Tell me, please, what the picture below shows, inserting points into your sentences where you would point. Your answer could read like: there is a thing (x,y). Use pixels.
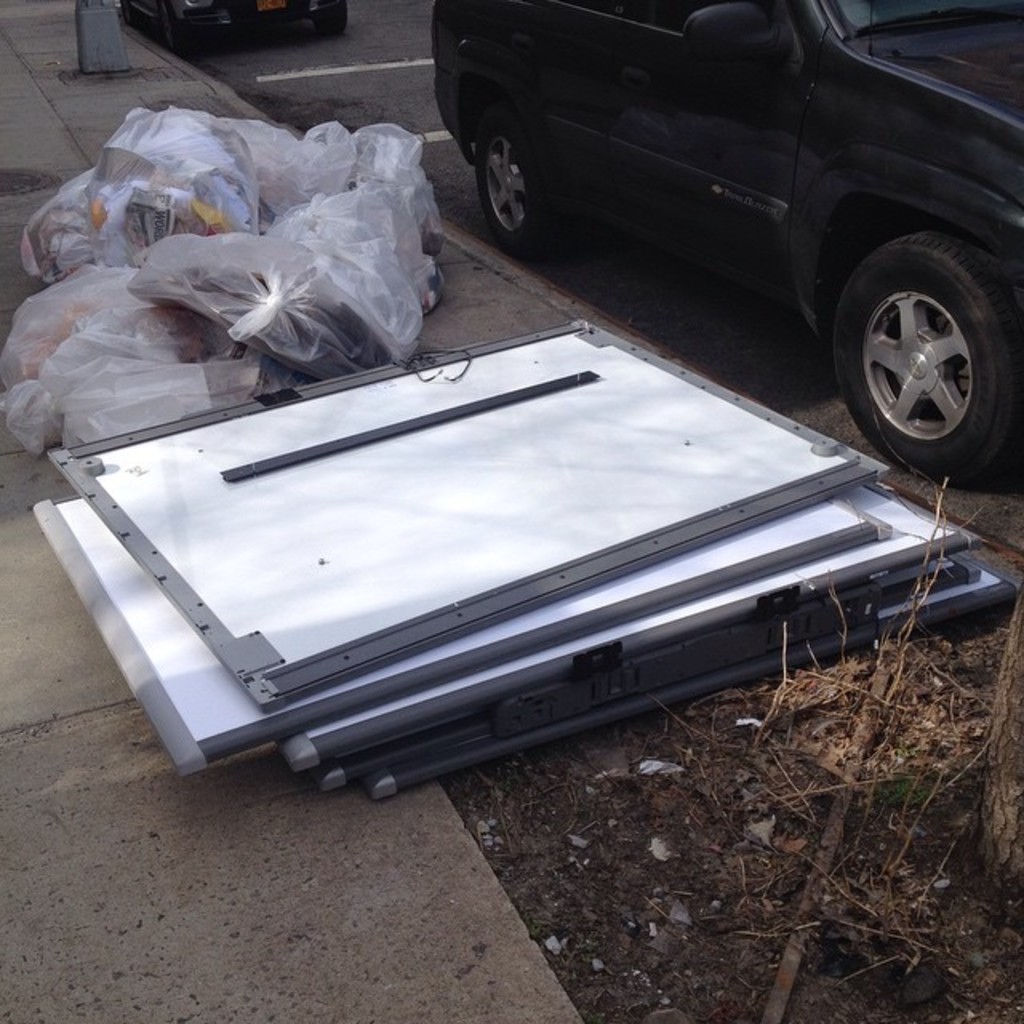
In this image we can see a group of boards (501,589) and bags (209,288) placed on the ground (33,138). In the right side of the image (1015,766) we can see bark (1022,749) of a tree (1012,750) and a stick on the ground (968,737). On the left side of the image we can see a pole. At the top of the image (658,138) we can see some cars (505,145) parked on the road (810,392).
